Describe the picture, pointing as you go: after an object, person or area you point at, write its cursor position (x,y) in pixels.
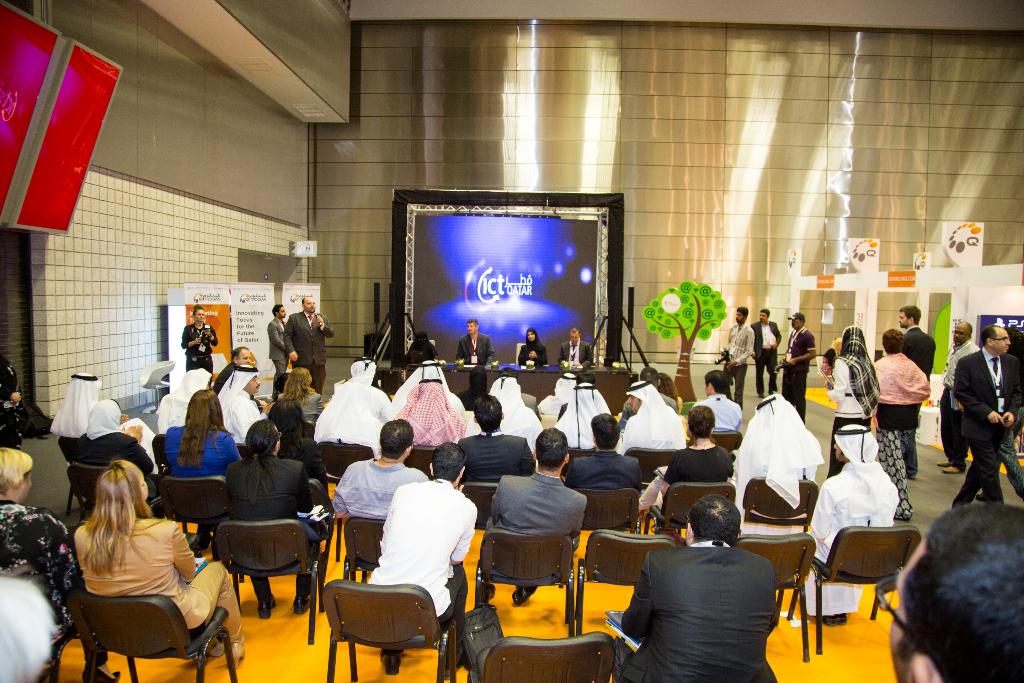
In the picture we can see some people (729,658) are sitting in the chairs (372,625) on the floor (558,628) which is yellow in color and some people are wearing white dresses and in the background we can see some people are sitting on the chairs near the desk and beside it we can see a man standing and talking and on the other side we can see some people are standing holding cameras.
